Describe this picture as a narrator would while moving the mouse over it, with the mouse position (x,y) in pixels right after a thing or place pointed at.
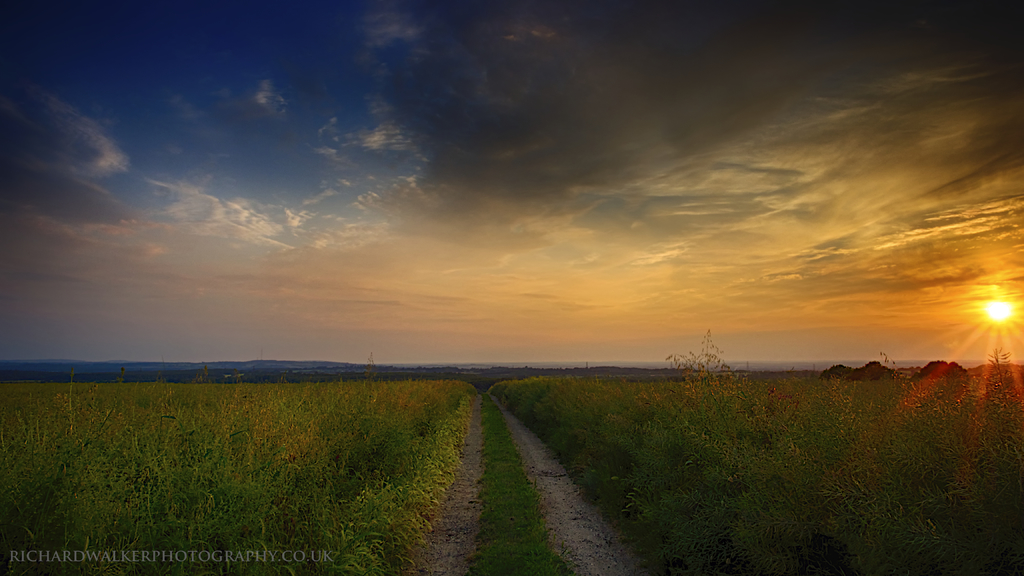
As we can see in the image there are plants (321,479), sun (1003,308), sky (1007,321) and clouds (498,148).
